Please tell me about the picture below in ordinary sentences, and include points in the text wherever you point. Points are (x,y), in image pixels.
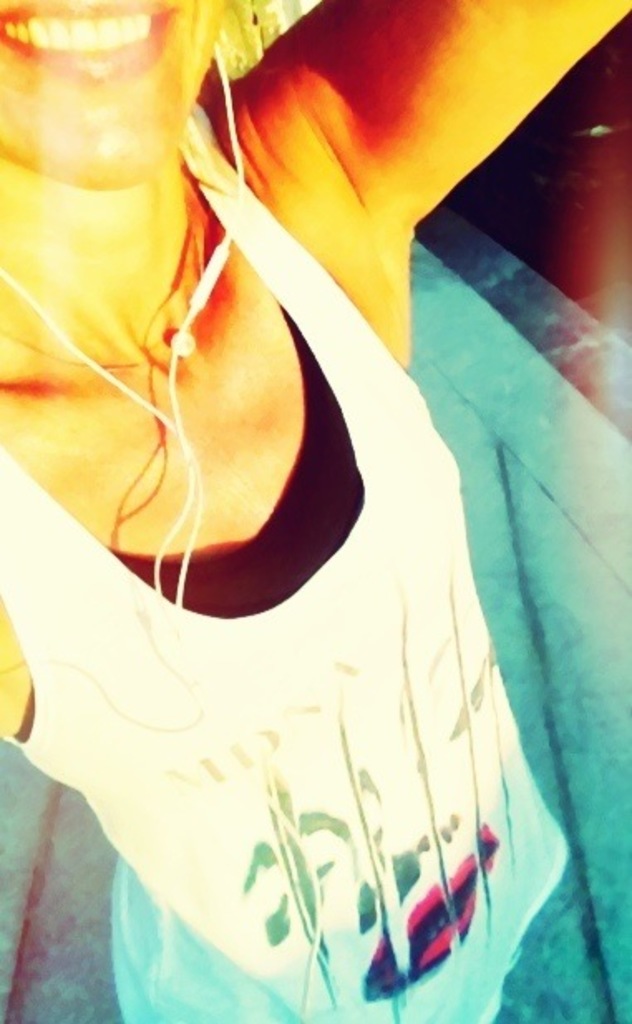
In this picture there is girl (68,94) wearing white color top (294,704) and headphone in the ears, smiling and giving a pose into the camera.
